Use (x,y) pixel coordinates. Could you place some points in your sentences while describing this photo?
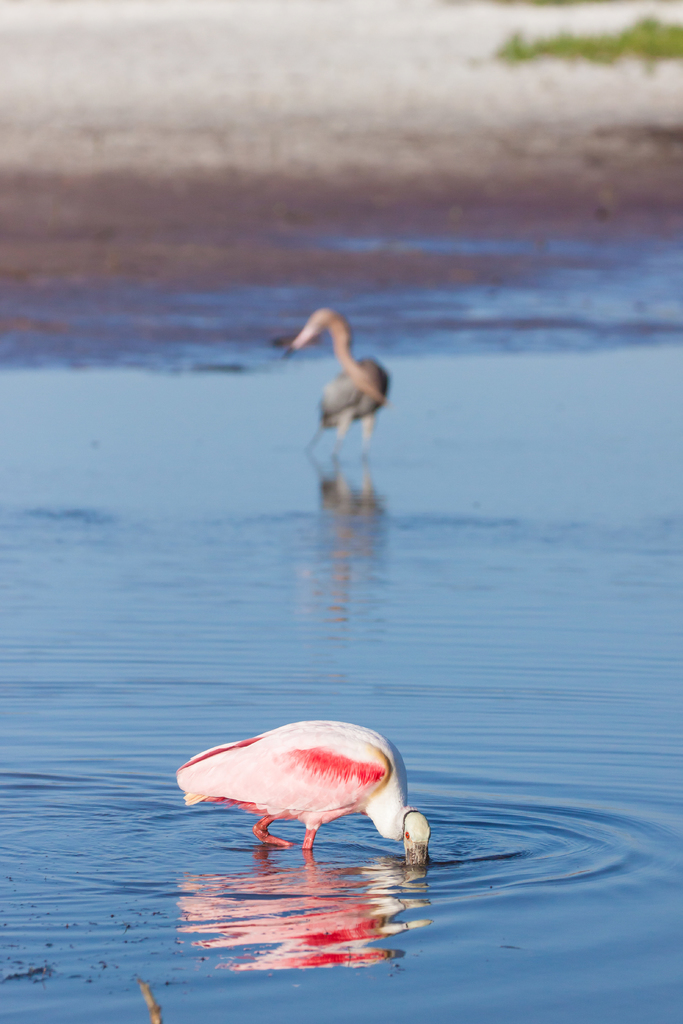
In the image we can see there are two birds (353,392) in the water (444,590), there is a water (479,497), sand (545,76) and a grass (637,41).
